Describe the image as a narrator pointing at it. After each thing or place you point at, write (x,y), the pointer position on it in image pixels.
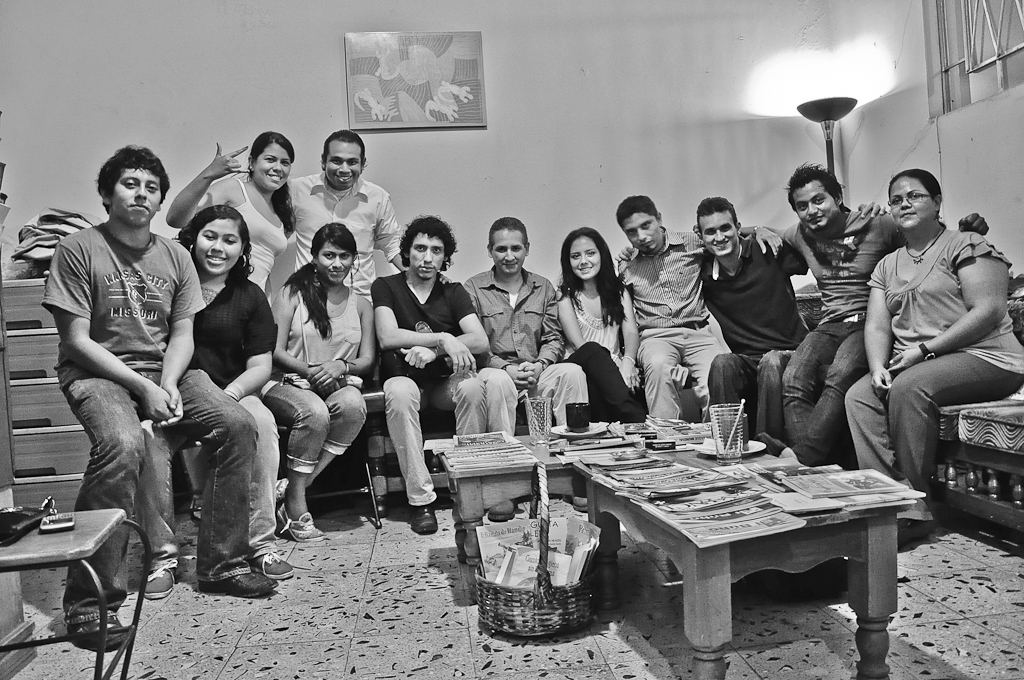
people (374,344) are sitting on the sofa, behind them 2 people (291,221) are standing. in the front (597,513) there is a table (782,536) on which there are papers (752,489) and glass (718,423). behind them there is a wall (430,30) on which there is a photo frame (425,76). at the right (828,126) there is a lamp (821,99). in the front (551,546) there is a basket (531,610).
